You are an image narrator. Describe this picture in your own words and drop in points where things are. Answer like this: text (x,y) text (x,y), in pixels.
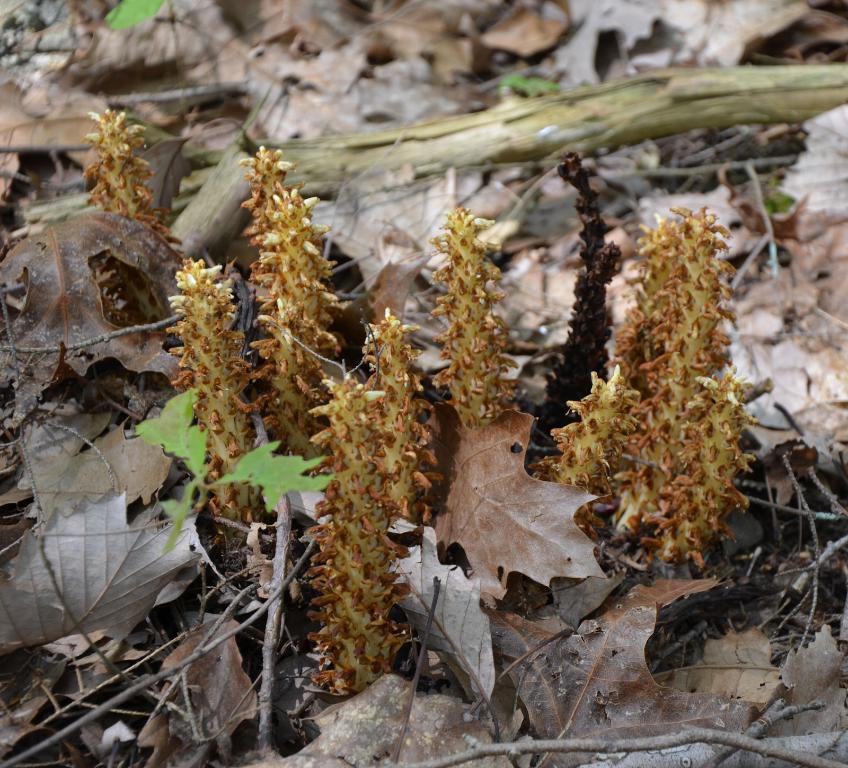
In the picture there are dried leaves (346,322) present, there are small plants (373,605) present.
